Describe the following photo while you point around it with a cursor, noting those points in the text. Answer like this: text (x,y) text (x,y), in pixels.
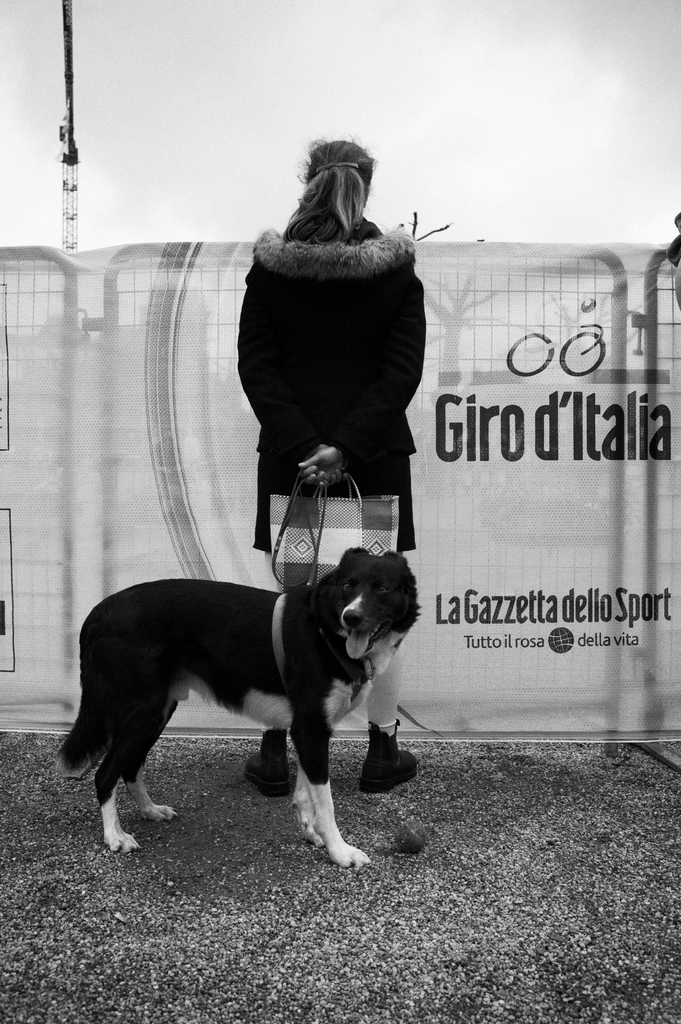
In this image we can see a woman (385,685) and dog (298,684) standing on the ground (558,921). In the background (137,395) we can see advertisement (245,421) attached to a iron grill (145,325), tower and sky (86,100).
